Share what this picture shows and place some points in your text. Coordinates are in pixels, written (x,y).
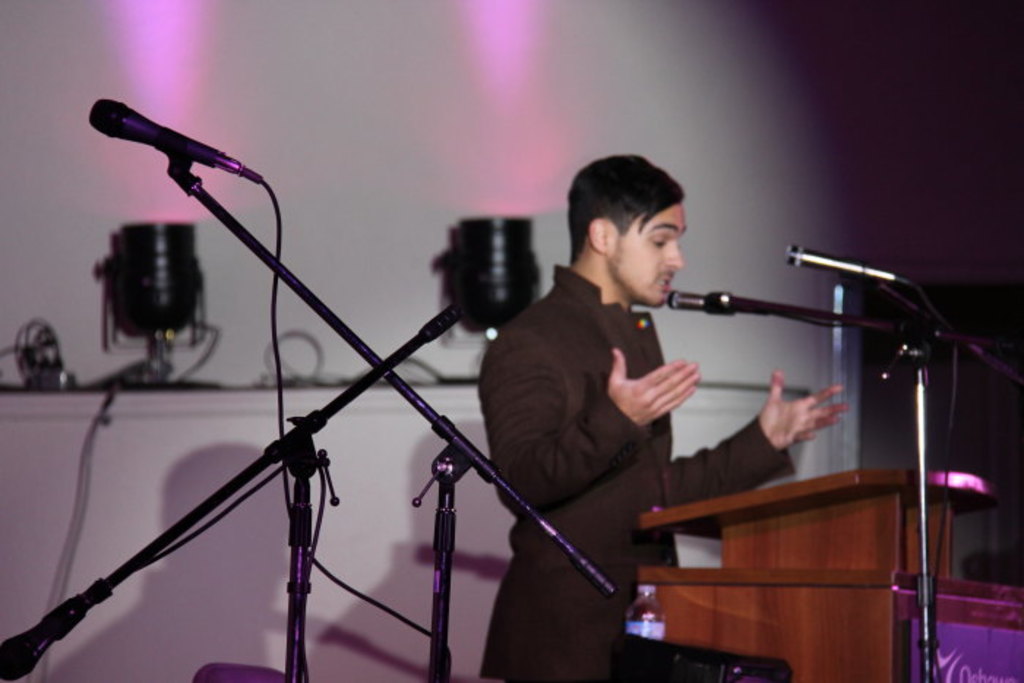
In this picture there is a boy (521,404) wearing brown jacket (572,581) and pant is speaking in the microphone (698,297). In the front (853,641) bottom side there is a brown color speech desk (873,624). On the left side (252,242) there are two microphone (253,466). In the background (151,329) we can see two black color spotlight (171,307) and white wall (22,402).
